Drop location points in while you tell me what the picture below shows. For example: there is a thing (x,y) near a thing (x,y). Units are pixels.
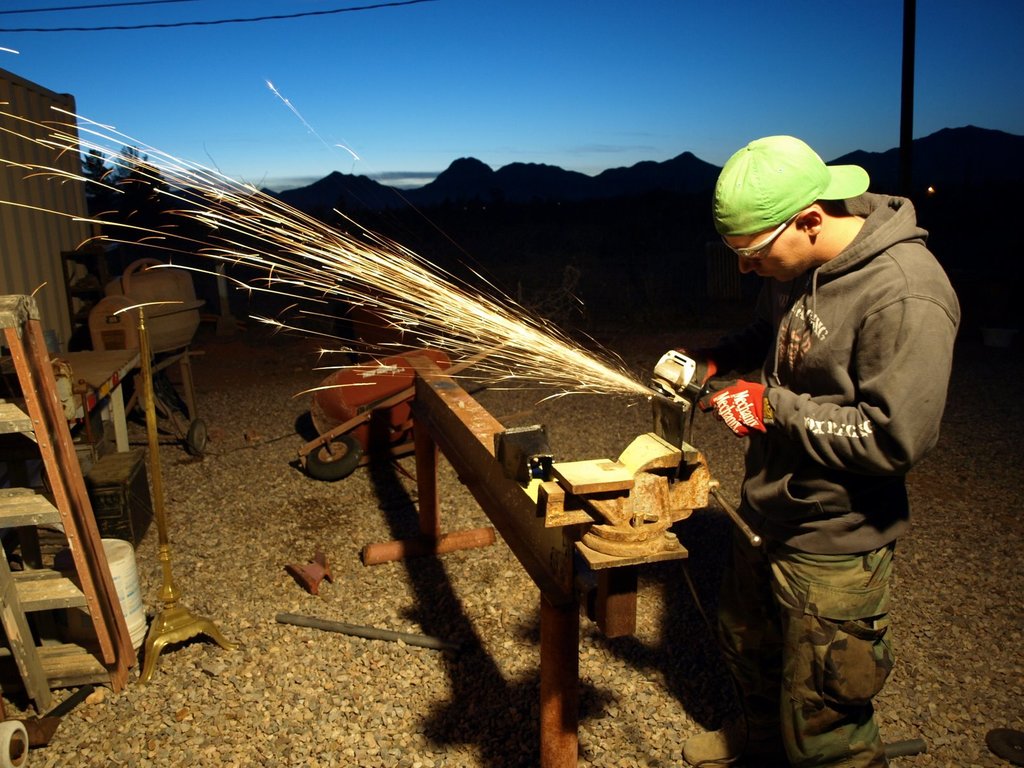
There is a person (771,423) wearing gloves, goggles (746,253) and cap (775,200) is grinding metal (680,419). He is holding some machine (668,377). And there is a stand (537,536). On that there is a machine (601,545). On the ground (275,556) there is a wheelbarrow (325,404). On the left side (71,475) there is a ladder (44,495), table (95,361) and many other items (128,284). In the back (424,177) there are hills (460,177) and sky (374,75).
